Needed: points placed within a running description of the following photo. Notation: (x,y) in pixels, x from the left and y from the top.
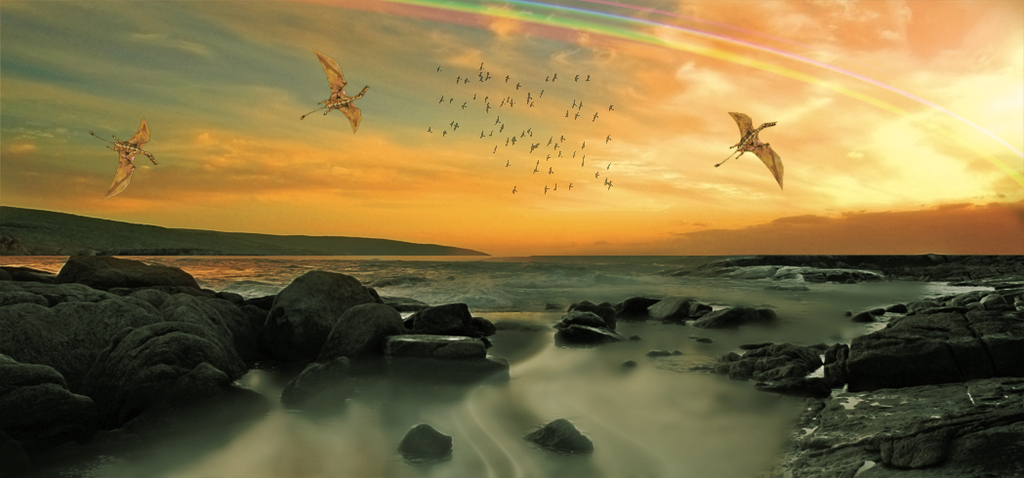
In this image we can see some birds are flying, there are some rocks (297,304), mountains (365,237) and water (604,289), in the background (187,16), we can see the sky (187,16) with clouds (884,14).
